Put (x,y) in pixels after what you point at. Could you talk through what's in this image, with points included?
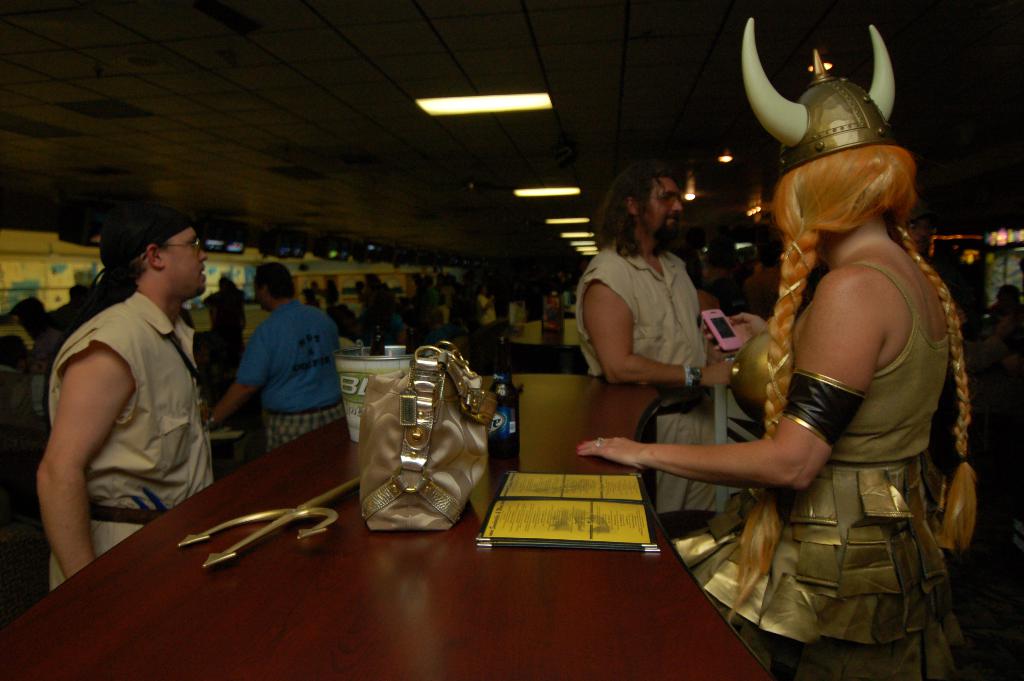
In this picture there are three people (603,311) standing. A handbag (440,485), golden weapon (326,513), bottle (499,389), book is visible on the table (546,403). There are some lights (576,221) on the top (686,197). Few people (455,294) are seen in the background (22,321).
